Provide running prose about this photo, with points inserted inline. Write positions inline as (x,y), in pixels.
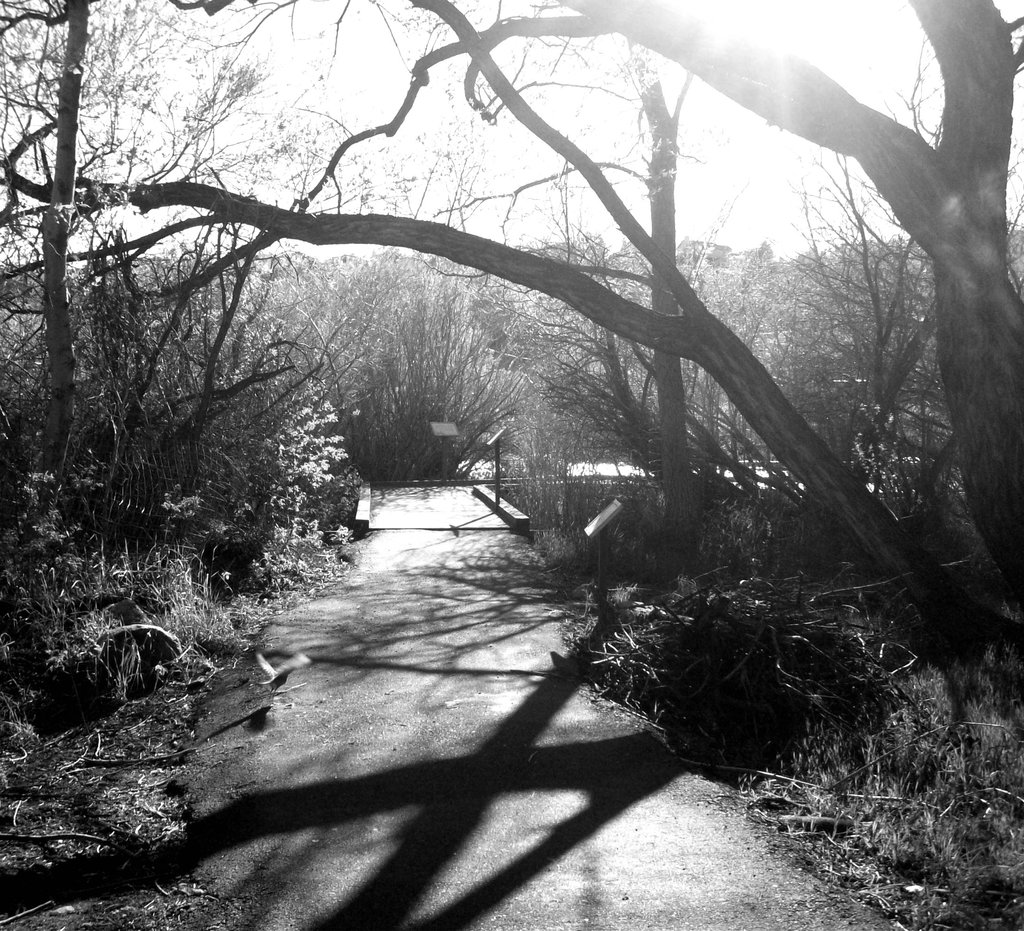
In this image we can see road (409,770), both sides of the road (397,790) trees (672,405) and plants (114,490) are present.
